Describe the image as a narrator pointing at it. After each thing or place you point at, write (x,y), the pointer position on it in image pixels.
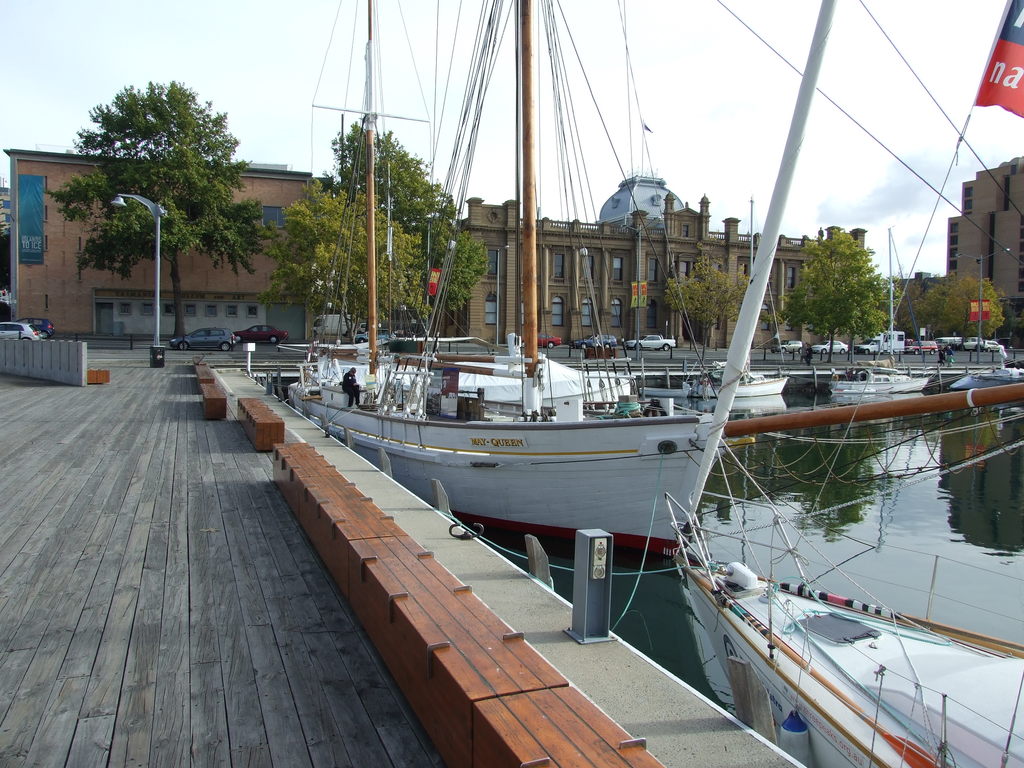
On the right side of the image (748,589) there are ships (818,589) on the water (853,587). In the background (239,272) there are buildings (239,272), poles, trees (177,306), wires (970,114) and sky (678,44). At the bottom (343,551) there are benches (195,365).
